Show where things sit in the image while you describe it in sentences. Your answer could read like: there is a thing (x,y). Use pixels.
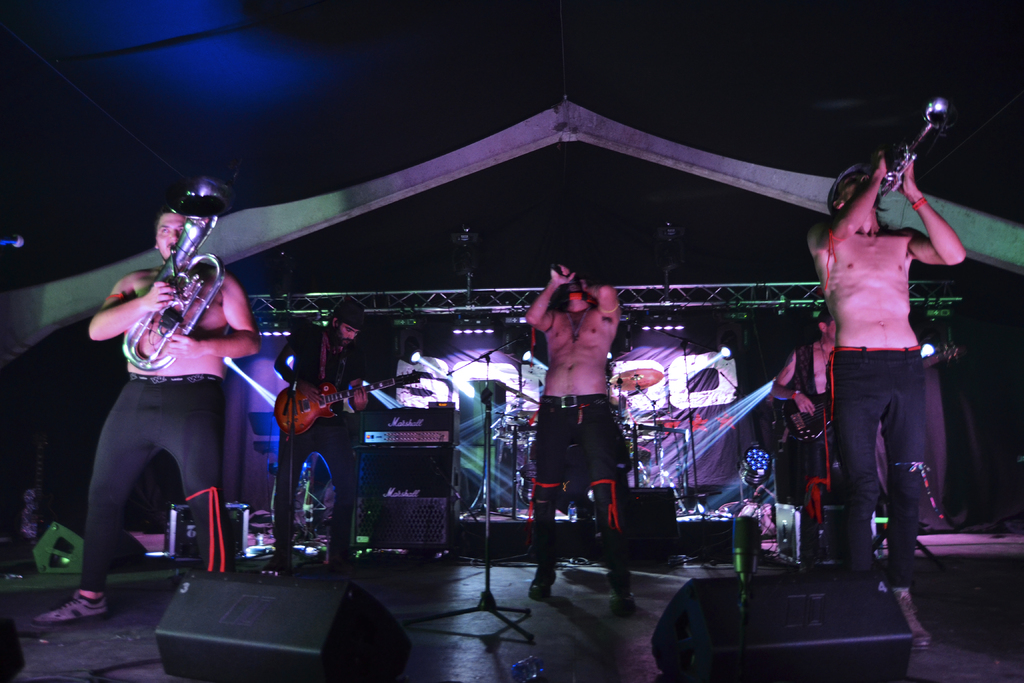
In the middle of the image (594,356) a man (612,503) is holding microphone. Bottom Right side of the image (846,519) few people (852,298) are playing some musical instruments (888,181). Bottom left side of the image (335,474) few people (338,447) are playing some musical instruments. At the top of the image (590,111) there is a roof (599,142).
